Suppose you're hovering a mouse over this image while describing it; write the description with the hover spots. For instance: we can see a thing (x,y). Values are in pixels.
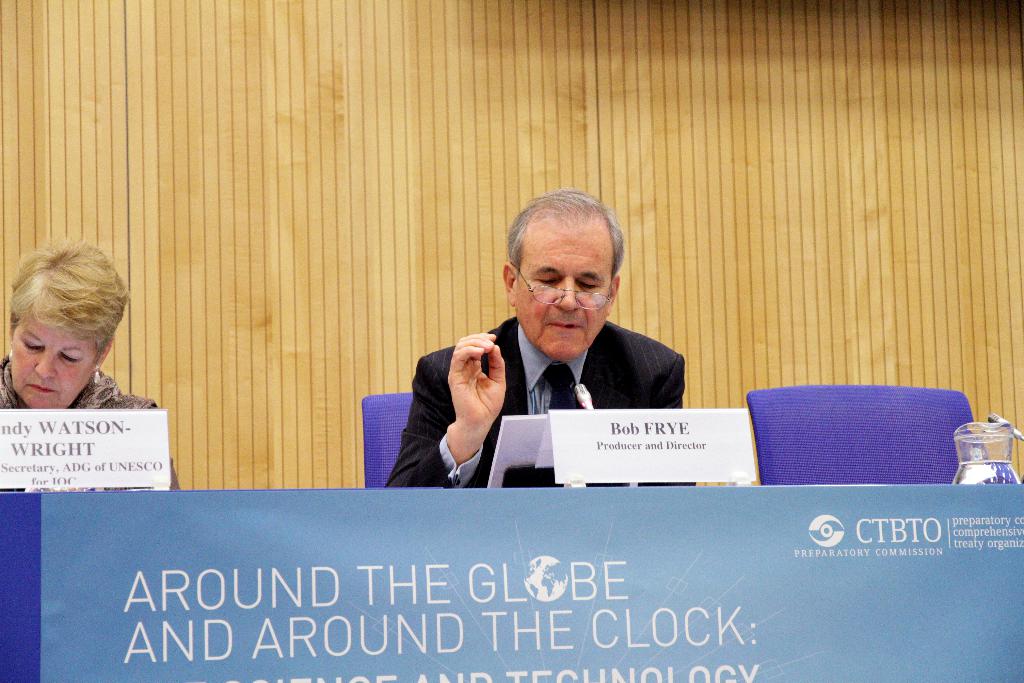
In this picture I can see two persons (431,411) sitting on the chairs (369,444), there are name plates (150,429), mike's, there is a jug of water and there are some objects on the table (625,528), there is a board (61,639), and in the background (530,144) there is a wooden wall (718,144).
